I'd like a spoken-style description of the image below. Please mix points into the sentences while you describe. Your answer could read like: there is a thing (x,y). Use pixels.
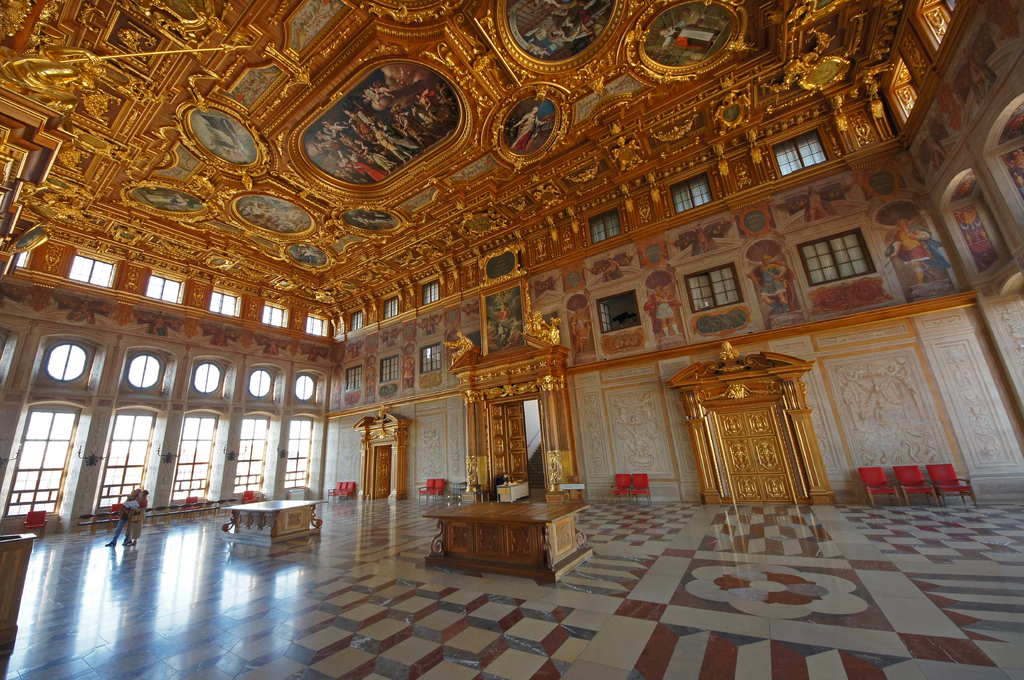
In this picture we can see an inside view of a building (655,271), there are two tables (305,520) in the middle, in the background (736,488) there are some chairs (865,472) and doors (733,476), on the left side (136,436) we can see chairs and glasses (179,478), there are two persons (137,509) standing on the left (137,522), we can see some photo frames (598,13) at the top of the picture (387,77).
